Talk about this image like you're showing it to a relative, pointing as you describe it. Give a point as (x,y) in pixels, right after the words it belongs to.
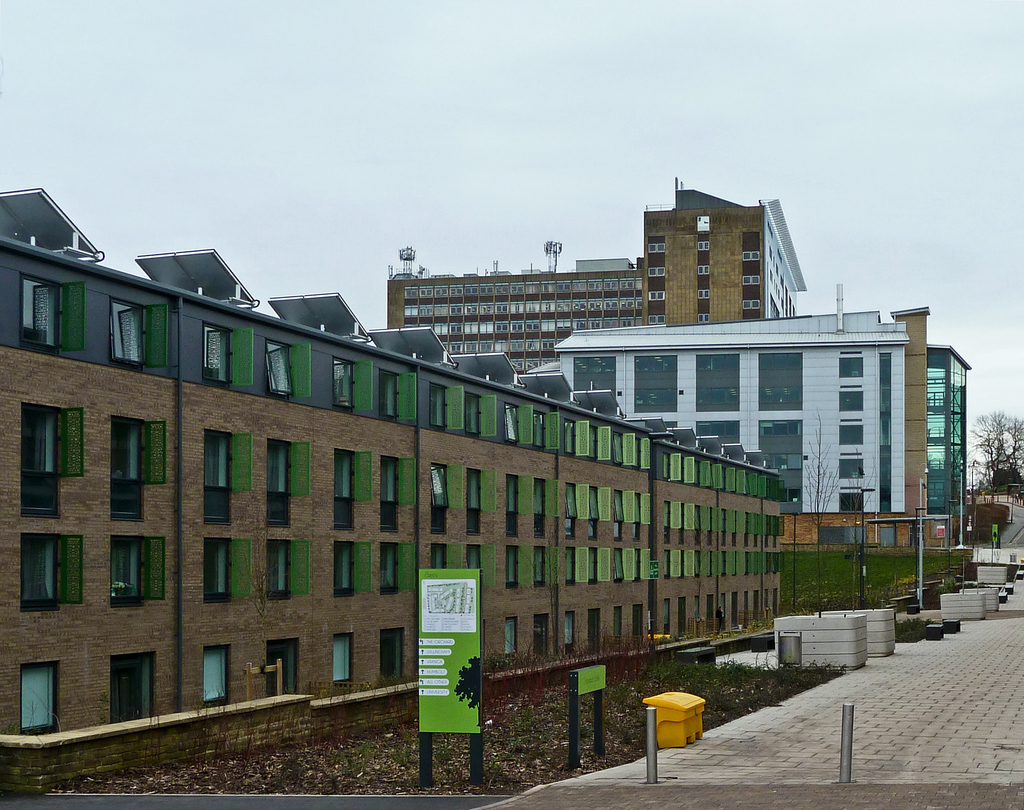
In the image there are many buildings (163,638) on the left side (337,675) all over it and on the right side (781,746) it seems to be footpath (830,715) and above its sky (277,72).
